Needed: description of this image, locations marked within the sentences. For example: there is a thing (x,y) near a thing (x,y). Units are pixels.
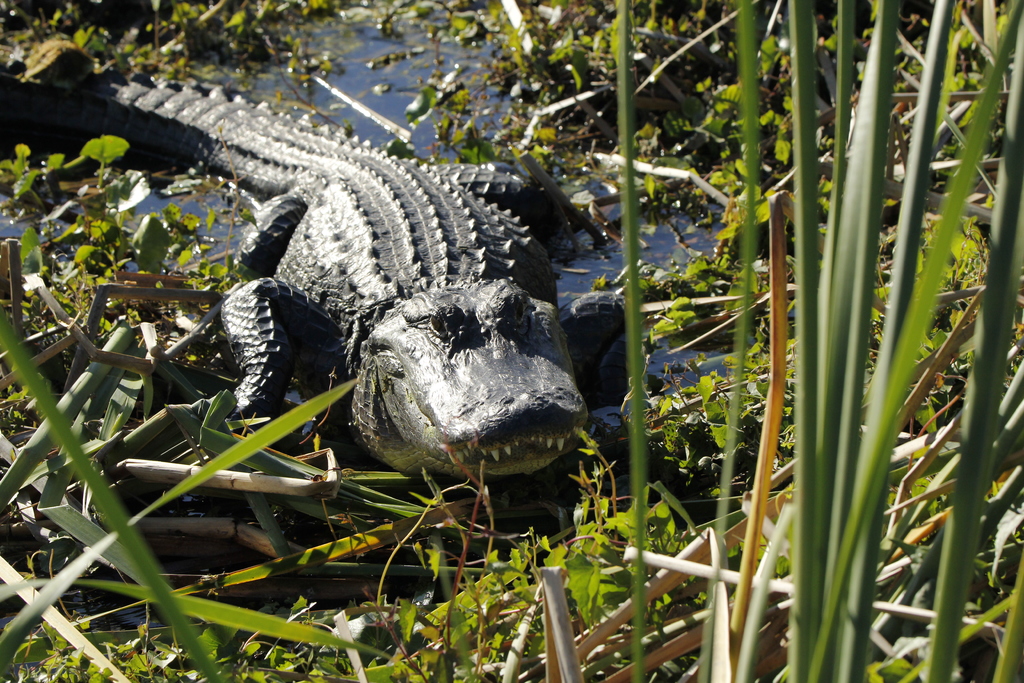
In the center of the image (394,249) we can see one crocodile (379,292) in the water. And we can see plants (755,545), water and a few other objects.
